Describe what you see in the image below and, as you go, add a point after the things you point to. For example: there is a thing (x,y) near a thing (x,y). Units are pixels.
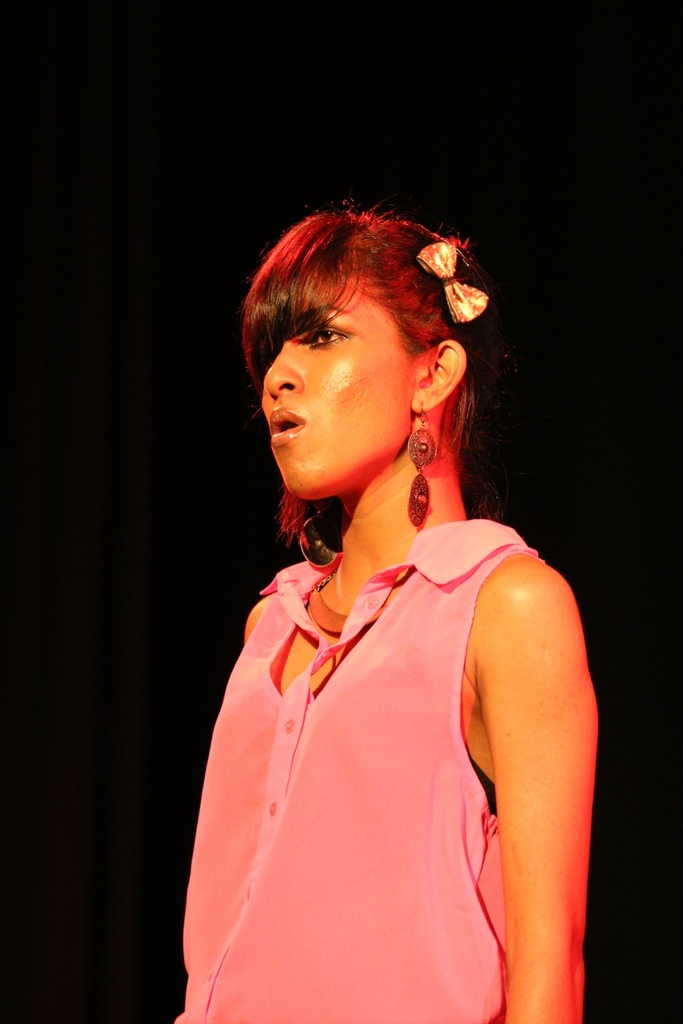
In this image I can see the person (294,590) standing and wearing the pink color dress (221,806). And I can see the black background (481,18).
